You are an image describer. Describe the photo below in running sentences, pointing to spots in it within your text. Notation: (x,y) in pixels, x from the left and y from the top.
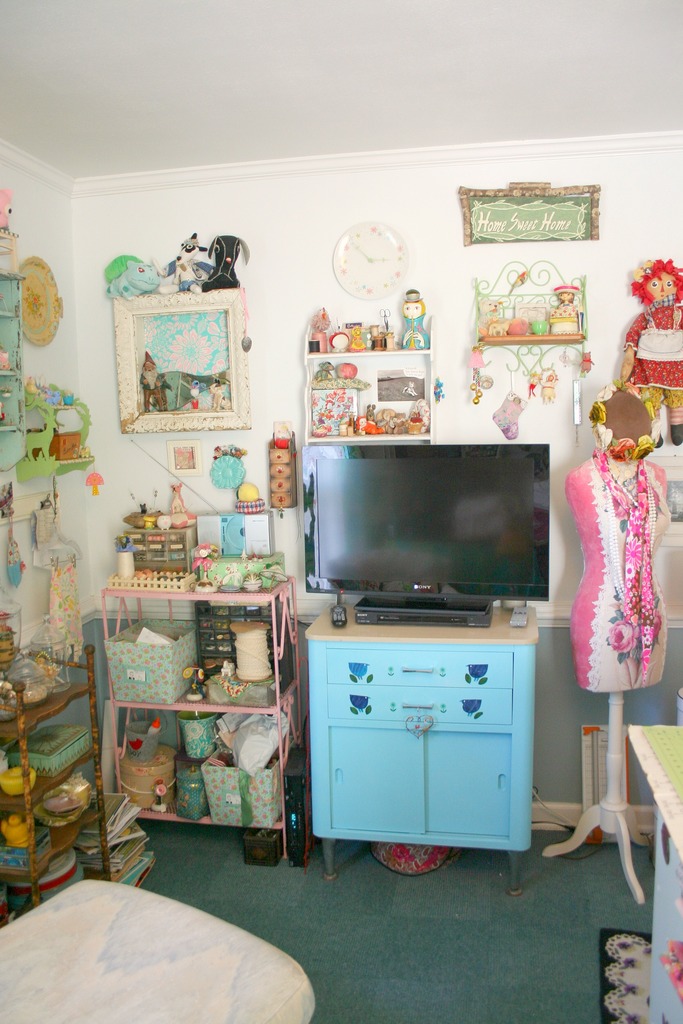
This picture is of inside the room (467,886). In the center (413,674) there is a table (444,664) on the top of which a television (443,520) is placed. On the left (93,853) there is a stand (181,596) and a cabinet (243,583) containing some items (188,638) and a shelf (48,705) of books (84,857). In the background (311,218) we can see a wall (344,211), wall clock (396,235), some toys (652,282) and a picture frame (155,331).
